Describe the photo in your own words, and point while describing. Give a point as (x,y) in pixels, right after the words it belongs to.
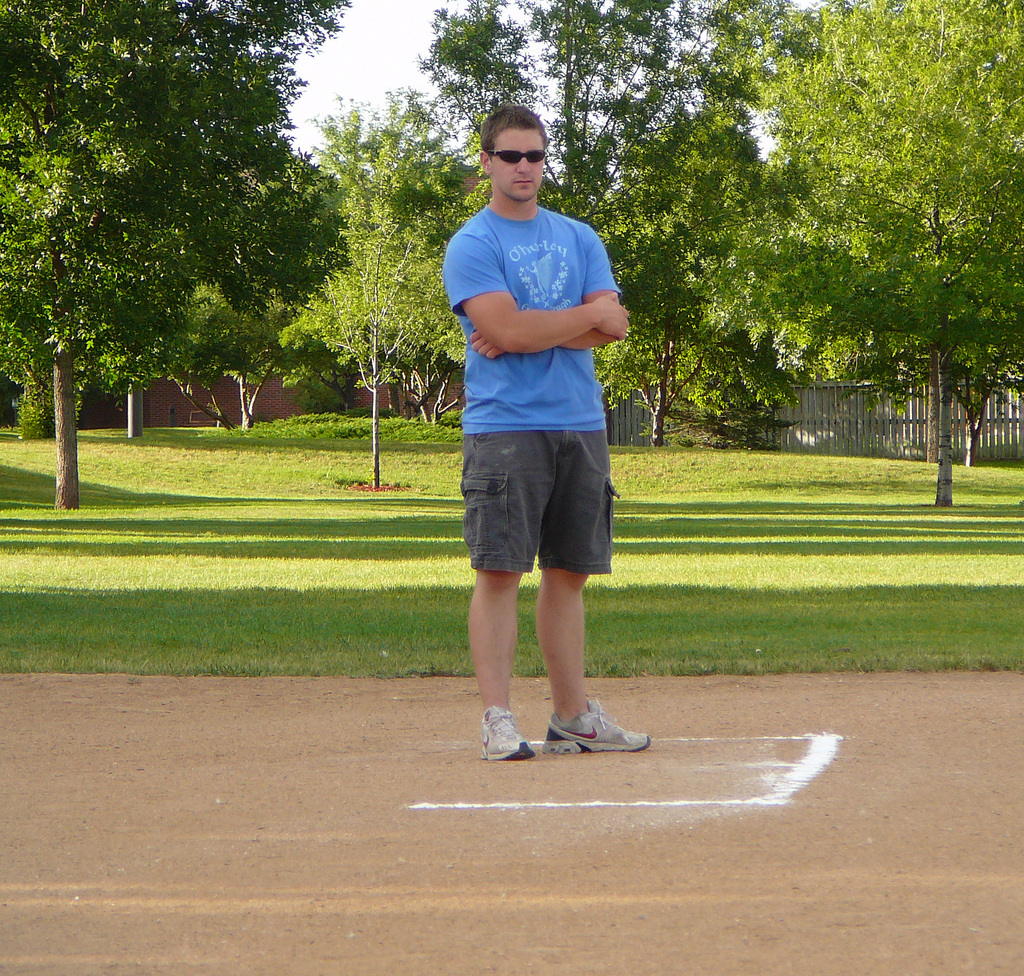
In the image there is a man (464,305) standing on the ground (537,727) and behind him there is a garden (248,411) and there are many trees (698,312) in the garden (686,454), around the garden (927,459) there is a fence (859,406).
